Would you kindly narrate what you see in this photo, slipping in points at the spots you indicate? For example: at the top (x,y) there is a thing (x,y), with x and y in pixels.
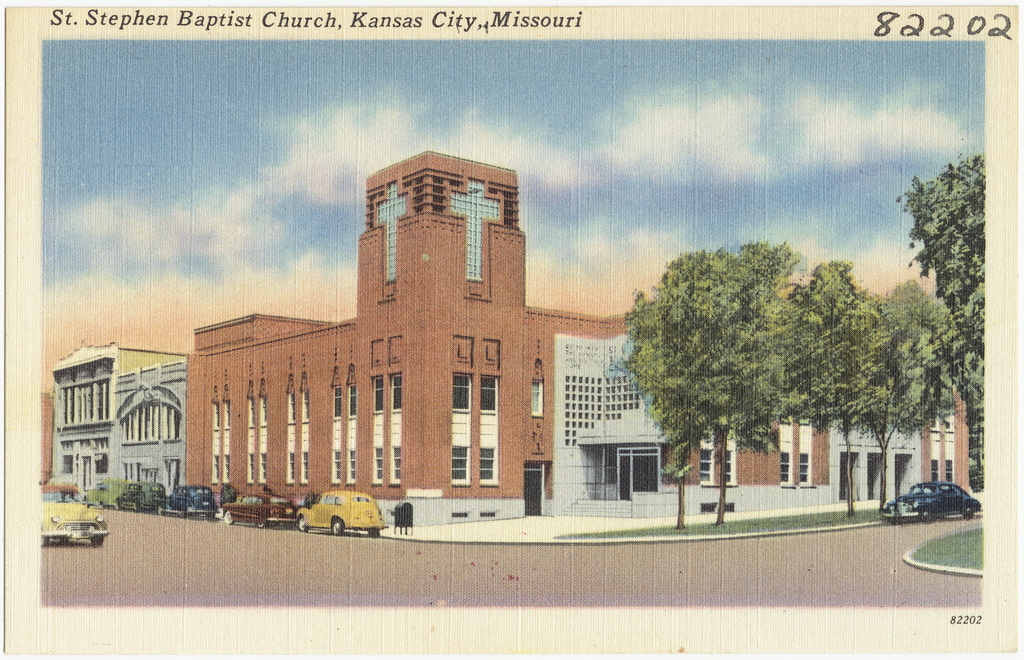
In this picture I can see a paper (23,483), there are vehicles (930,495) on the road (385,546), there are buildings (558,323), trees (717,355), and in the background (544,137) there is sky (262,73), there are words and numbers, on the paper (12,442).
